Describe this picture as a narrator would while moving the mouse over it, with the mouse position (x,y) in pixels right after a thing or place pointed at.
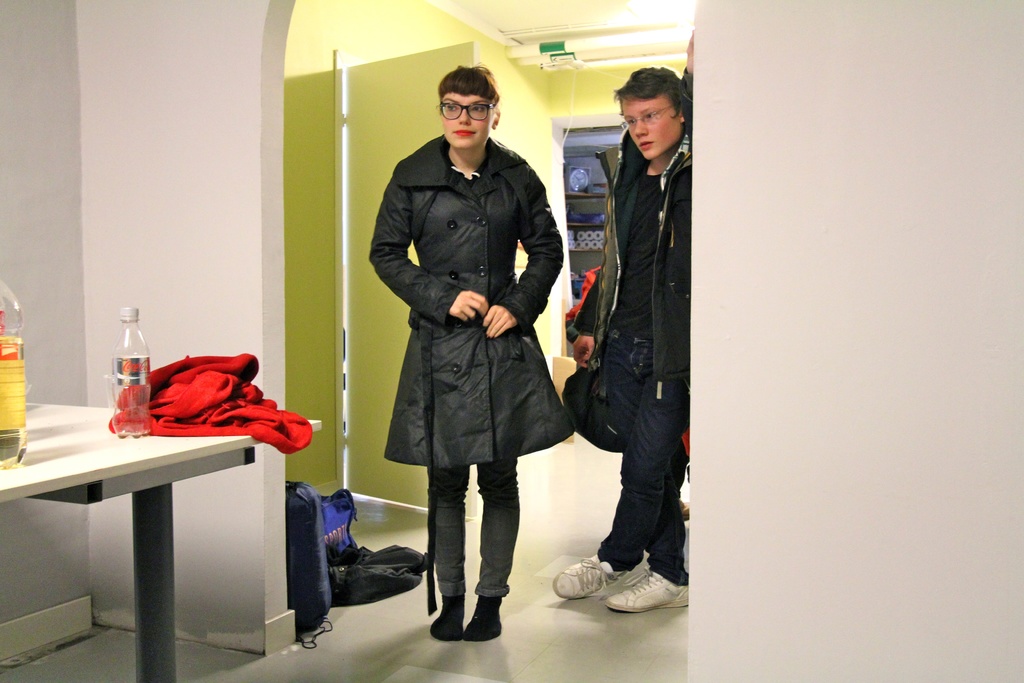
This picture is inside the room (776,75). There are two persons (649,345) standing in the middle of the image (609,329). There is a bottle (125,411) and a cloth (187,410) on the table (148,458). At the bottom (288,541) there are bags (342,540) and at the back (348,428) there is a door (392,154), at the top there are lights (636,35).
